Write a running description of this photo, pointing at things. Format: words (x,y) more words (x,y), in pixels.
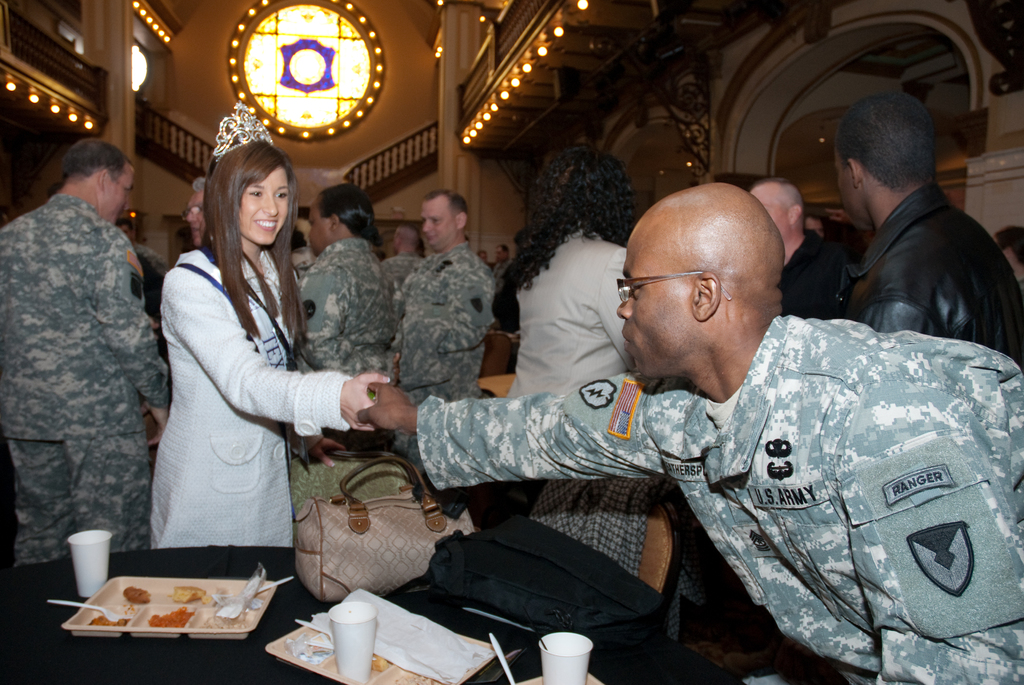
In this image there are group of persons (472,339) standing in the center (394,409). There is a woman (248,378) standing and smiling and shaking hand (372,403) with the person (389,414) who is in front of her. And in the front (249,650) there is a table (250,658) covered with a black colour cloth (80,638), on the table (503,635) there are glasses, plates (144,629) and there are bags (454,536). In the background (195,137) there are staircase (404,153) and there are lights (560,32) on the top (525,70) and there is a wall (418,73) and a window (325,82).
